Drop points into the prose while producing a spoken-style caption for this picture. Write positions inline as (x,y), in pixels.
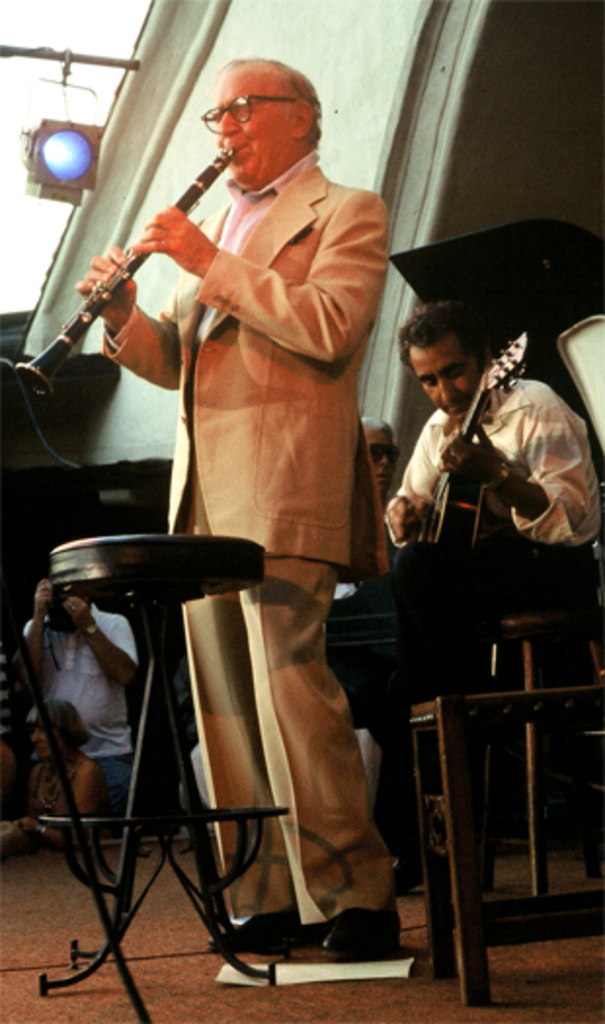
In this image there is a person (172,319) playing clarinet (101,312), behind the person (232,433) there is another person (502,444) playing guitar (479,413), in the background of the image (78,651) there is a person (89,639) clicking the image, in front of the image there is a stool (135,569).
